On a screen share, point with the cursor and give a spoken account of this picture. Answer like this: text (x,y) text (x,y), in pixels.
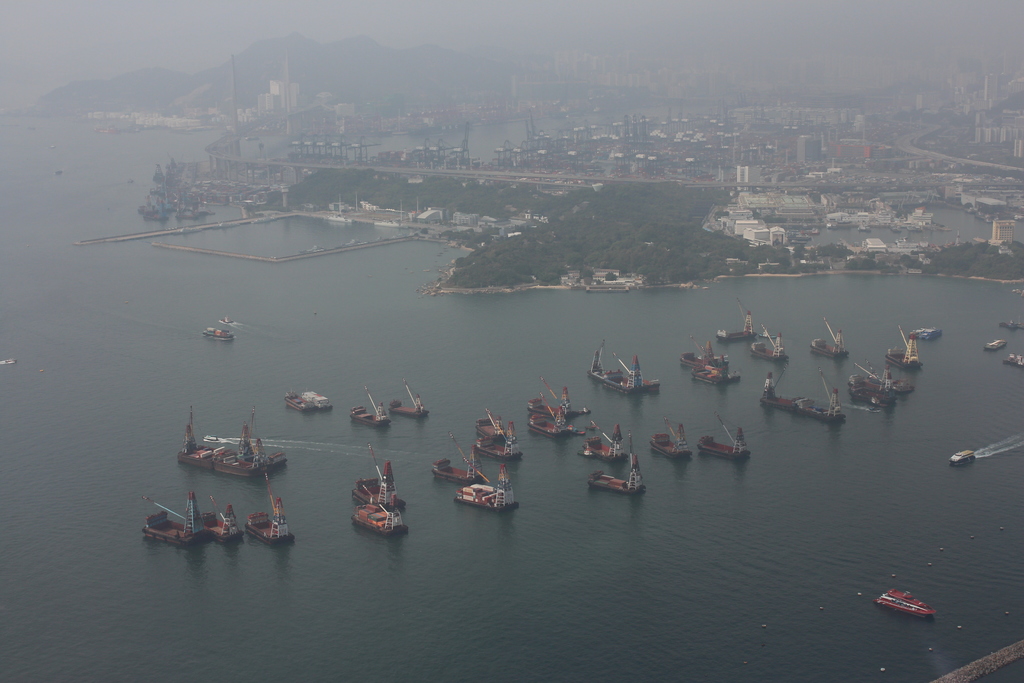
Here we can see boats (197,511) on the water (405,267). In the background (520,165) there are trees (399,177), poles (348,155), buildings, road (496,171), other objects (330,140), mountains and sky (50,66).
